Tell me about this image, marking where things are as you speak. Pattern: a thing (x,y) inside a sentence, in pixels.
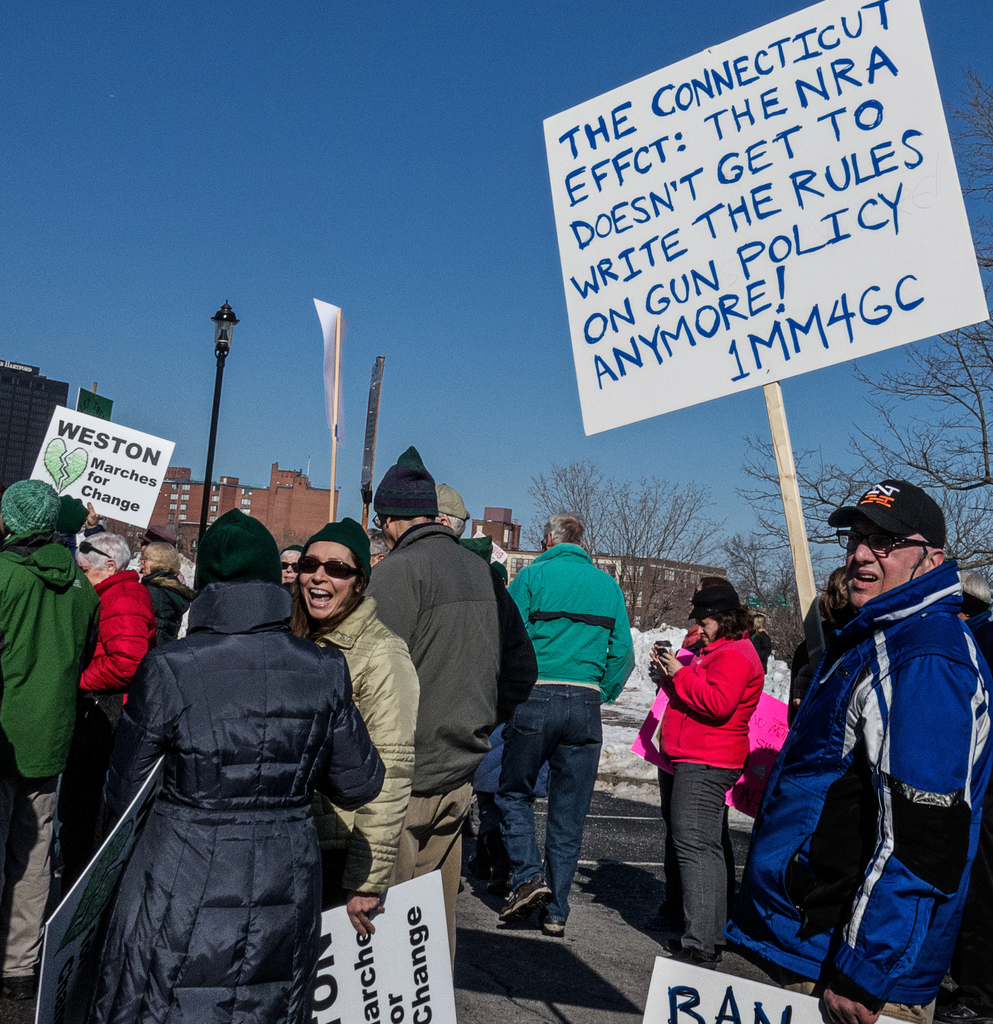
In the picture there are group of people (361,727), they are protesting against something and many of them are holding some posters (437,947) with their hands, behind the people (901,497) there are dry trees (617,503), poles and buildings (171,479).
